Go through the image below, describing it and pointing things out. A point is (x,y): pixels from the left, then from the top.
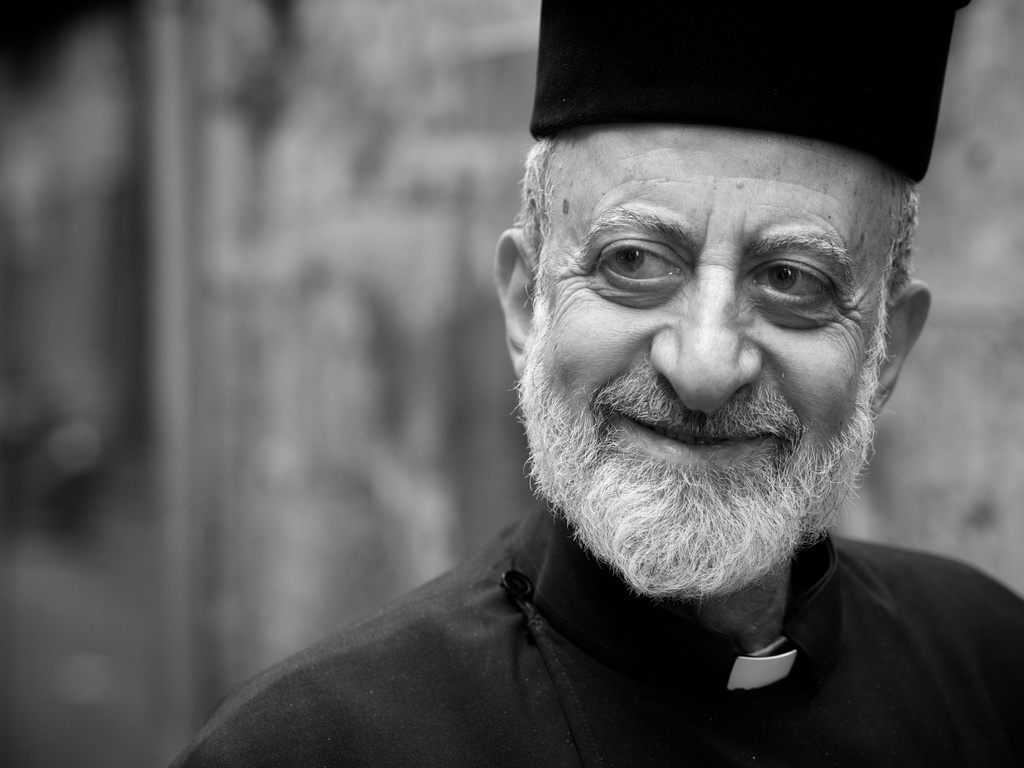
This is a black and white picture. Here we can see a man (678,504) and he is smiling. There is a blur background (356,98).
